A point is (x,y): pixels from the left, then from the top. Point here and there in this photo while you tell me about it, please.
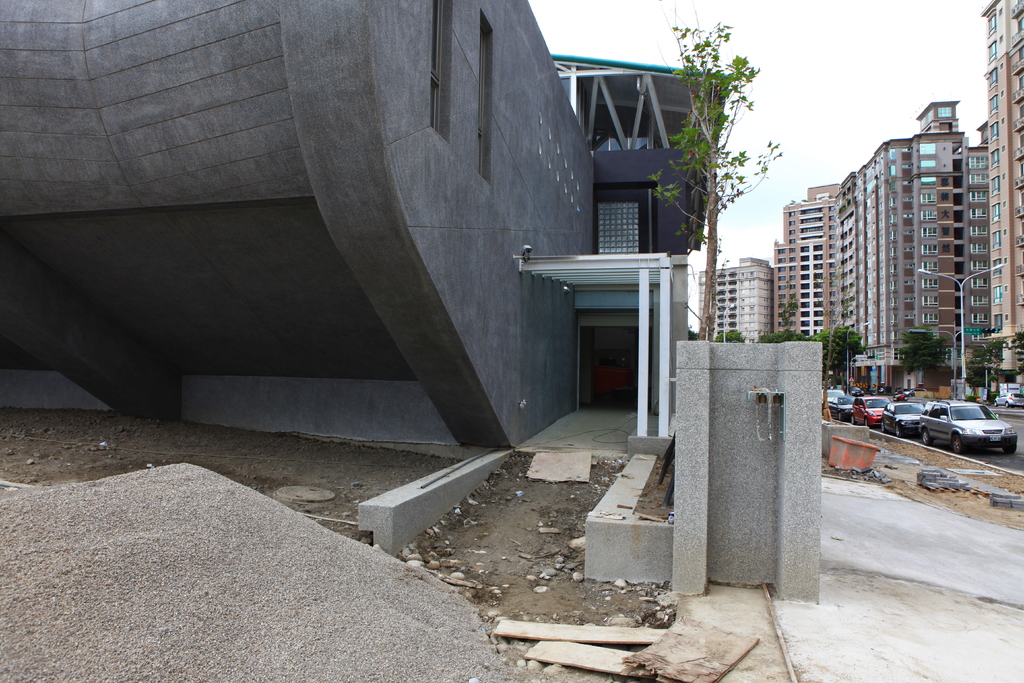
In this picture there is an entrance (604,399) in the center of the image (531,346) and there is a building (467,275) on the left side of the image (17,35), there is gravel (404,573) at the bottom side of the image (400,664) and there are buildings (873,281), poles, trees (710,241), and cars (946,411) in the background area of the image (971,314).
